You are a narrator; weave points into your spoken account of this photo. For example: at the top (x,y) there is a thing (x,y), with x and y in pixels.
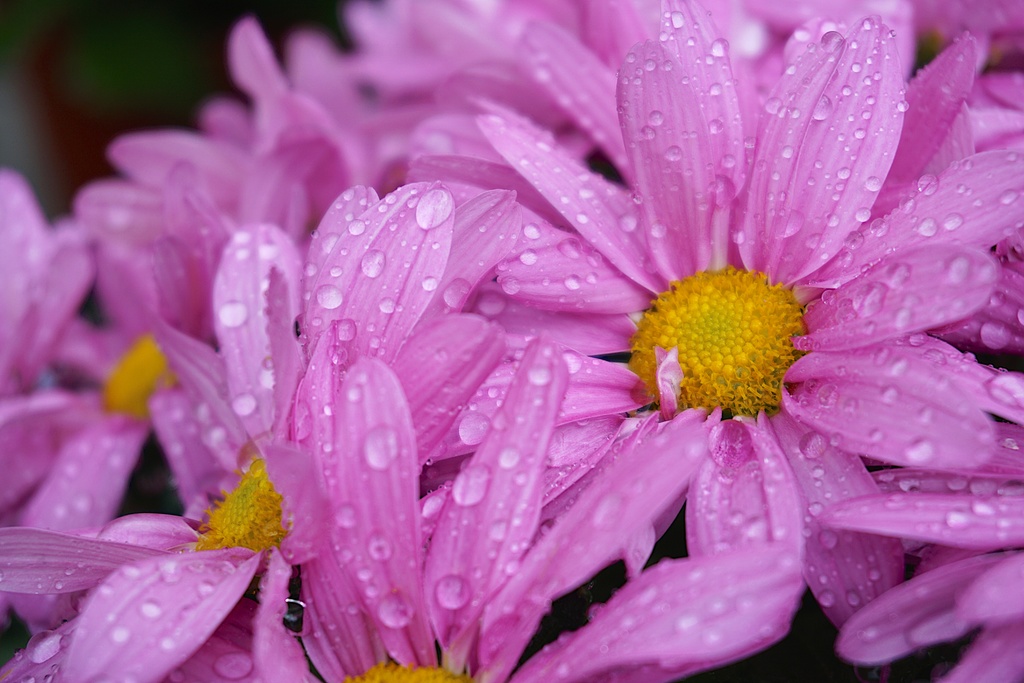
In this picture we can see flowers (57,459) with water drops (452,592) on it and in the background (156,102) it is blurry.
